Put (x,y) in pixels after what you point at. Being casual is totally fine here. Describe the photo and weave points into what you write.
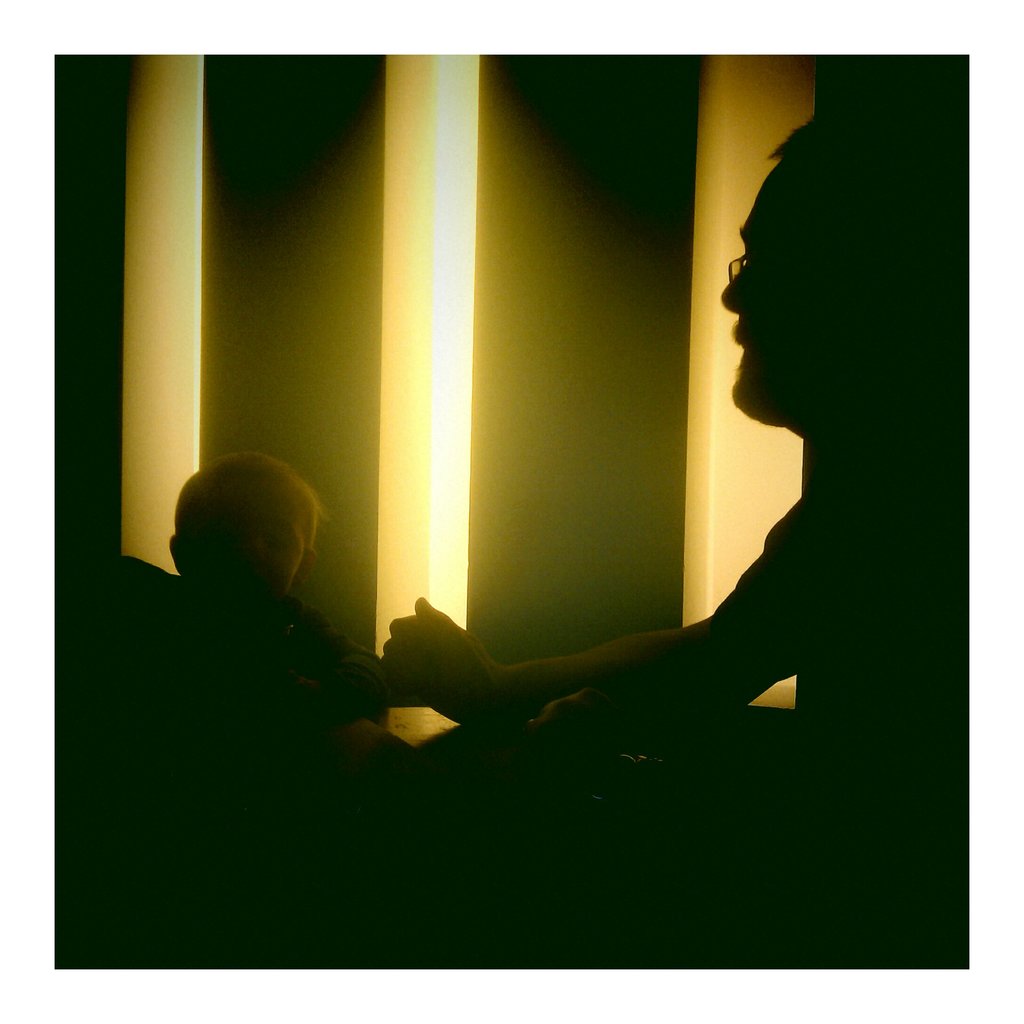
In this image we can see a man (793,256) and a boy (200,592). Background of the image it seems like pillars (446,337) are there.
